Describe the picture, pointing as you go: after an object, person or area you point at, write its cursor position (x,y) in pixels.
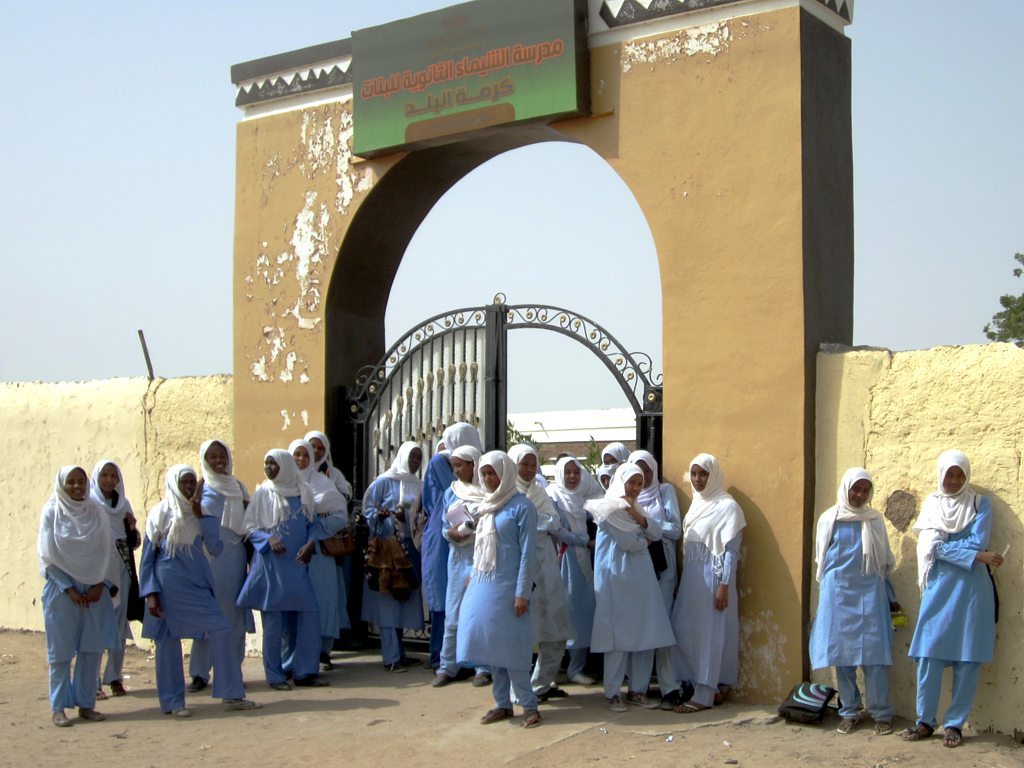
In this image there are group of people (637,572) standing and in the background (996,411) there is a wall (937,400) gate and a board (392,75). On the board (495,40) there is text (387,91) which is in Arabic, in the background (933,212) there is sky (459,201) and tree (1008,322). At the bottom (20,687) there is walkway (758,711).
